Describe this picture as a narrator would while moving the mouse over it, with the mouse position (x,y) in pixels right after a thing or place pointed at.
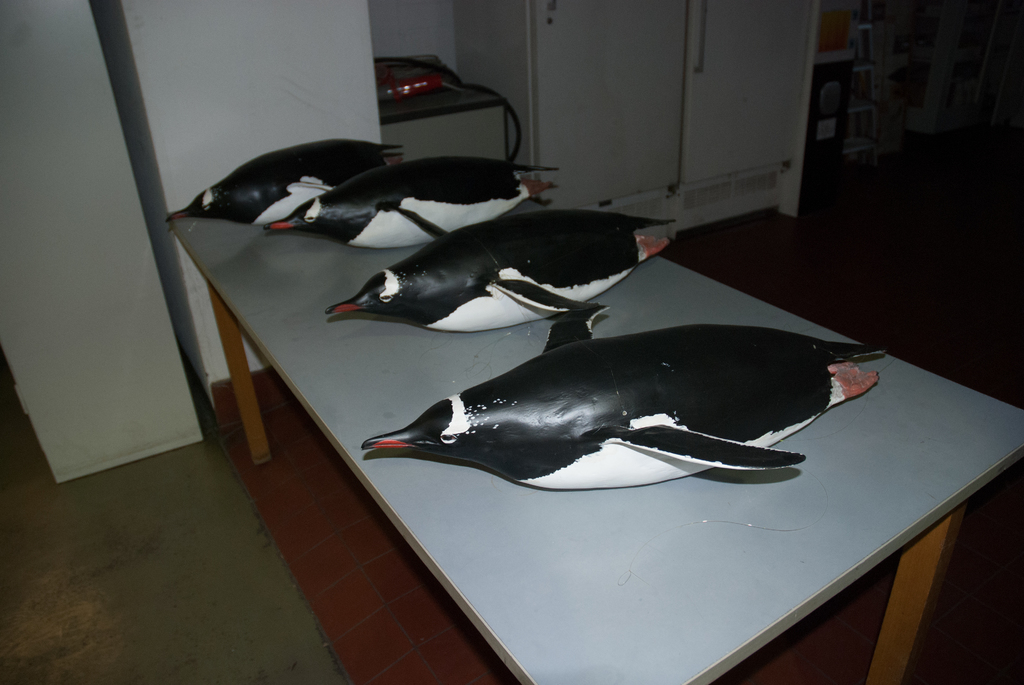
In the picture we can see a table (605,660), on it we can see four penguin sculpture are placed behind the table (594,644) and we can see a part of the wall (187,109) and beside it, we can see a cupboard (732,130) which is white in color and beside it we can see some things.
